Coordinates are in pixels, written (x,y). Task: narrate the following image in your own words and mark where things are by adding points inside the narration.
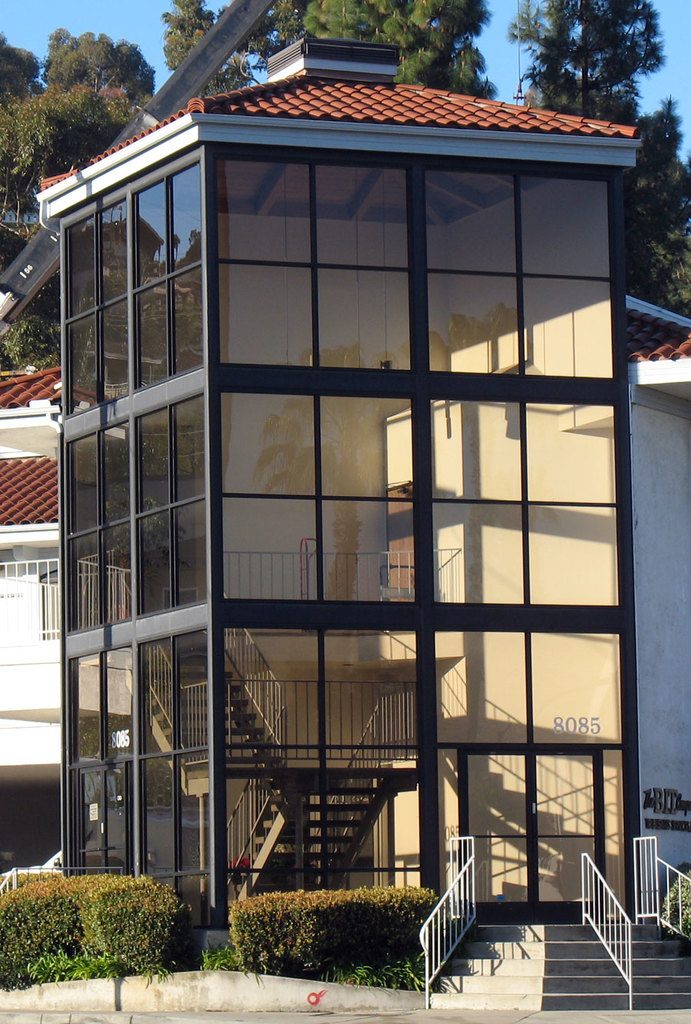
In this image I can see a building (178,427). In front of this building (529,899) there are some plants (266,924) and the stairs (518,965). In the background (400,13), I can see the trees (92,103). On the top of the image (87,16) I can see the sky (70,16).
